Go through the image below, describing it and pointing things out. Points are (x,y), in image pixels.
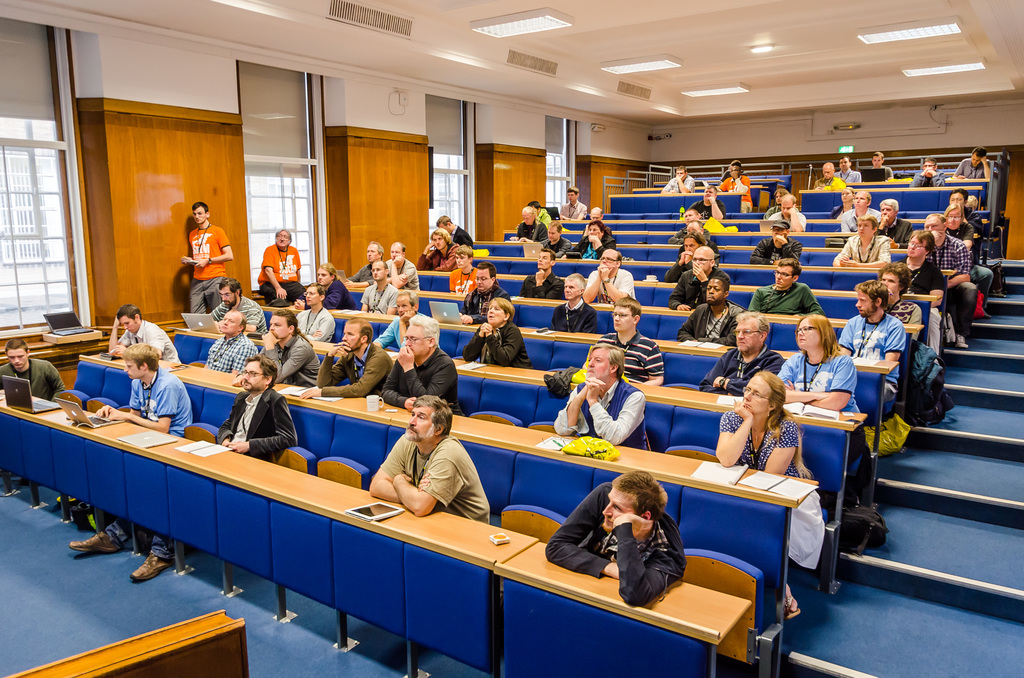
In the image we can see group of persons (474,305) were sitting on the chair (521,408) around the table (511,566). On table (510,446) we can see tab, paper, bag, pen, mug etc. On the back (536,135) we can see window (265,214), wall (495,133) and machine (62,317) and few objects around them.
